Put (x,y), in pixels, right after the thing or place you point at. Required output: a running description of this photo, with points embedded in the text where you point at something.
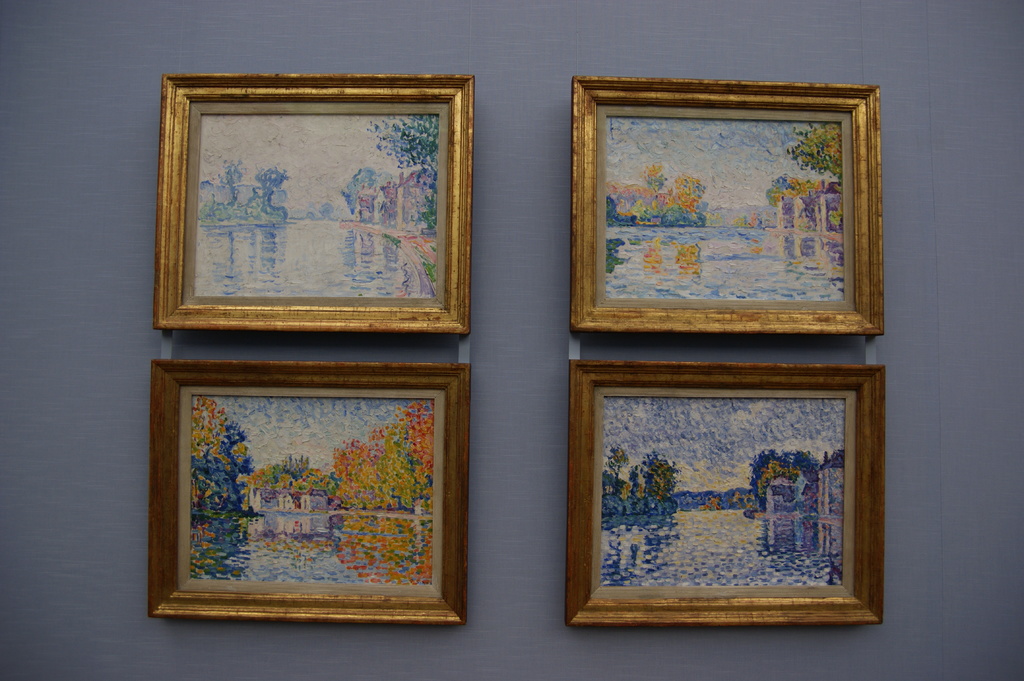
In this picture we can see four golden painting frames (396,427) is hanging on the purple color wall (982,241).
